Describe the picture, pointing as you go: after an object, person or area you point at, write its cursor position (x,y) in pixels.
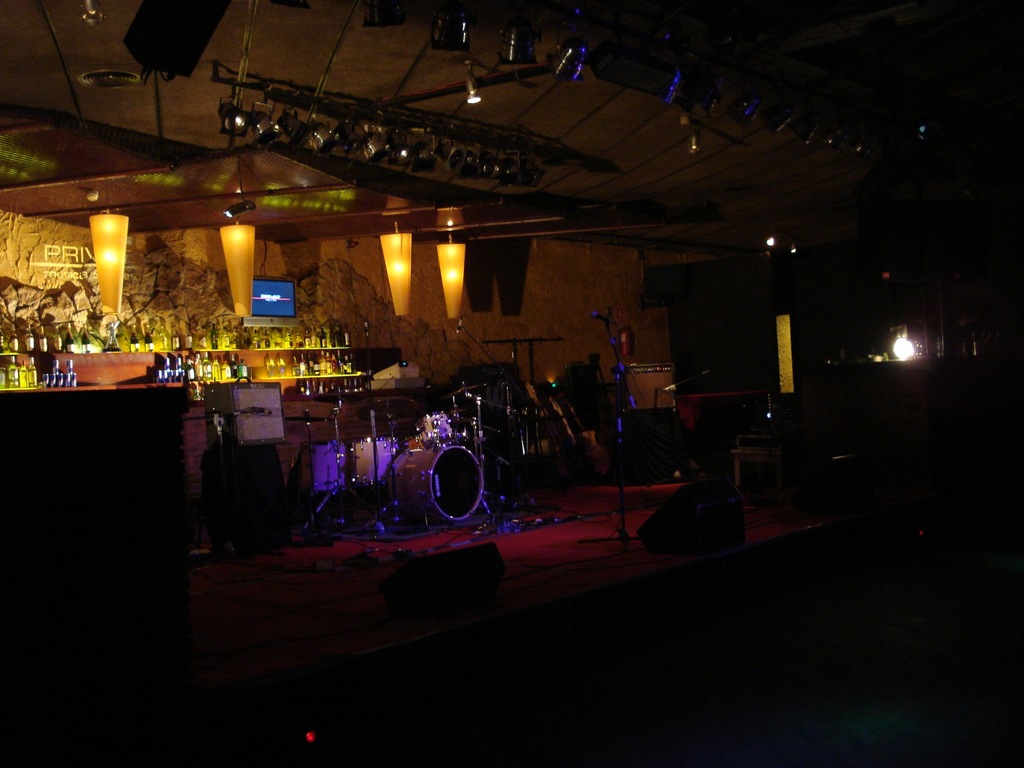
In this image we can see many musical instruments (434,437) on the stage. There are many bottles (223,366) in the image. There are many lights (443,262) in the image. There are few objects (920,349) at the right side of the image (920,349).
